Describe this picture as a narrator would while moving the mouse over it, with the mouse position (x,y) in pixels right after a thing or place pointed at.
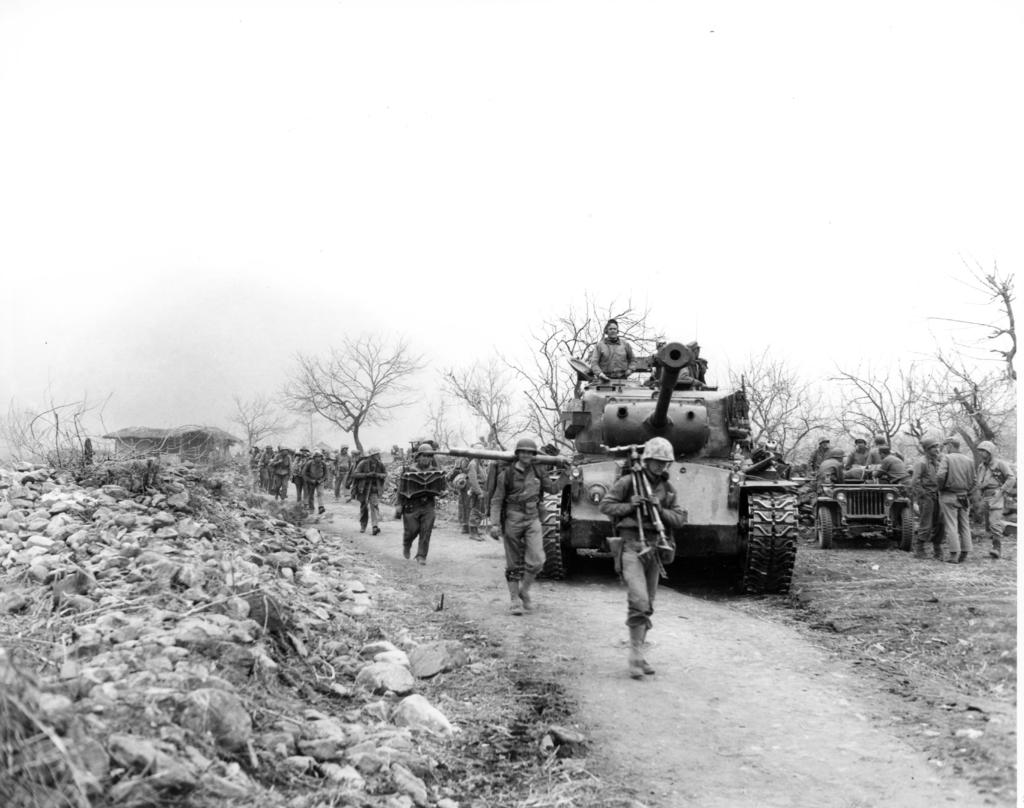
This is a black and white image. Here I can see few people (418,496) are walking on the road (581,628). Beside the road (679,752) there is a Panzer (616,416). In the background (857,515), I can see another vehicle (852,495) and few people (992,503) are standing. On the left side (186,655), I can see few stones (94,597). In the background (184,460) there are many trees (317,415) and also I can see a house (168,431). At the top of the image (480,174) I can see the sky (559,165).
